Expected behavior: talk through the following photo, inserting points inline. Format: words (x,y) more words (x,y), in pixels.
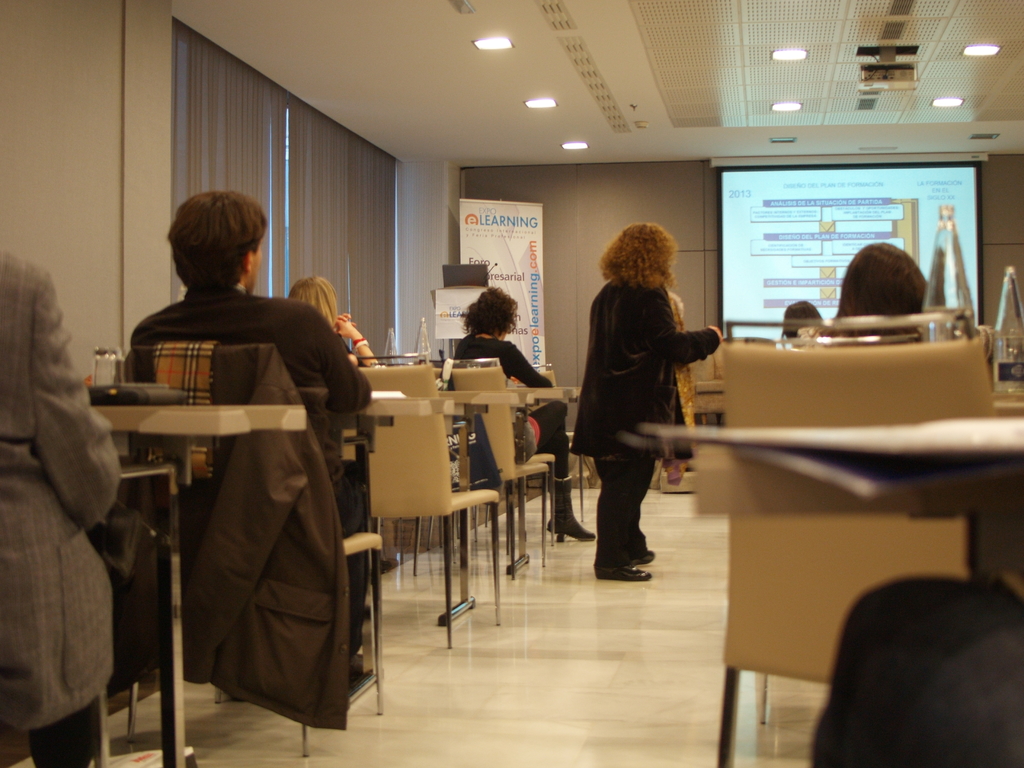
This picture shows a group of people (62,362) seated on the chair (901,404) and we see a projector screen (730,193) and woman (693,408) standing.
